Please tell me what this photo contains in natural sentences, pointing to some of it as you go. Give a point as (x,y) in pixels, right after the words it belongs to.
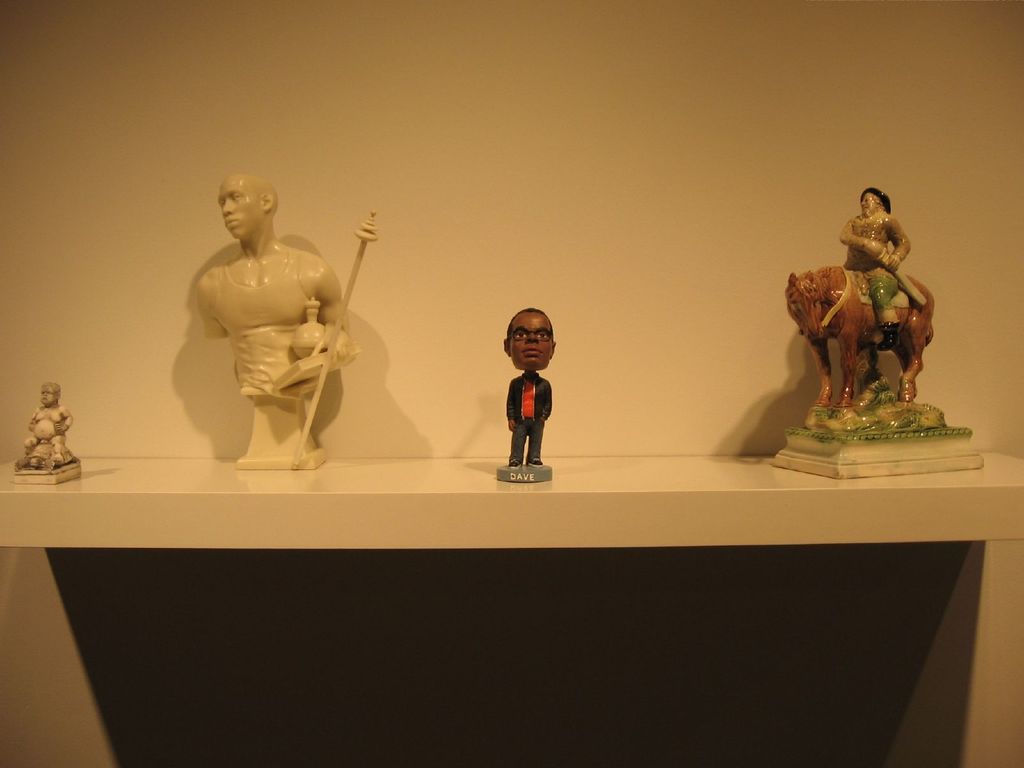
In the picture I can see sculptures (282,389) and toys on a shelf (563,531). In the background (410,208) I can see a wall (131,170).
